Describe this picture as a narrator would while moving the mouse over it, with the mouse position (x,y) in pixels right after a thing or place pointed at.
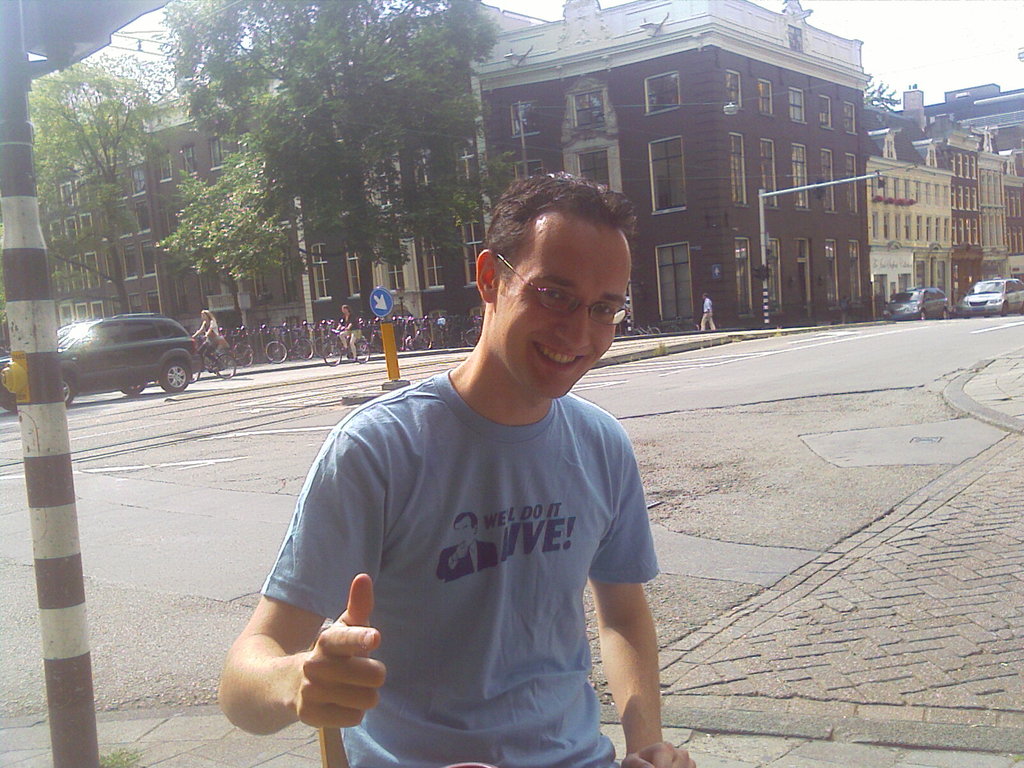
In this picture i can see a person (420,440) wearing spectacles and smiling and in the background (365,313) i can see the buildings (860,154) with windows (850,125), trees (421,185), bicycles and a car (191,362).
